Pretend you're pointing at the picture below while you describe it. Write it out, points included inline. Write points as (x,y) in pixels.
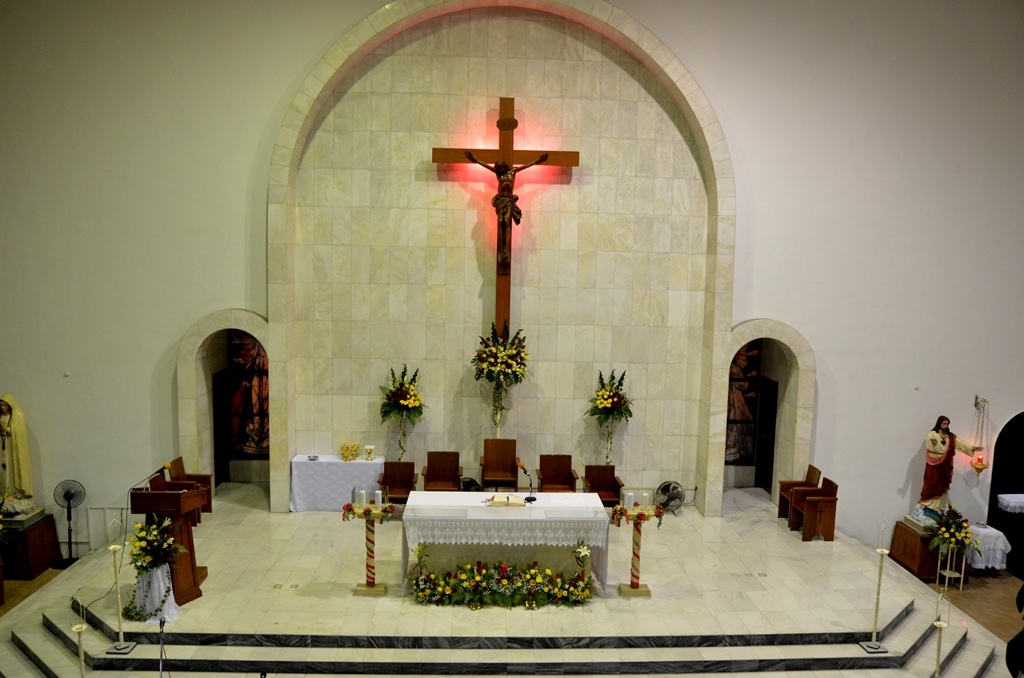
In this picture we can see tables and chairs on the floor (310,623), here we can see a cross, statues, flower bouquets (425,594) and some objects (635,590) and in the background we can see the wall (863,350).
